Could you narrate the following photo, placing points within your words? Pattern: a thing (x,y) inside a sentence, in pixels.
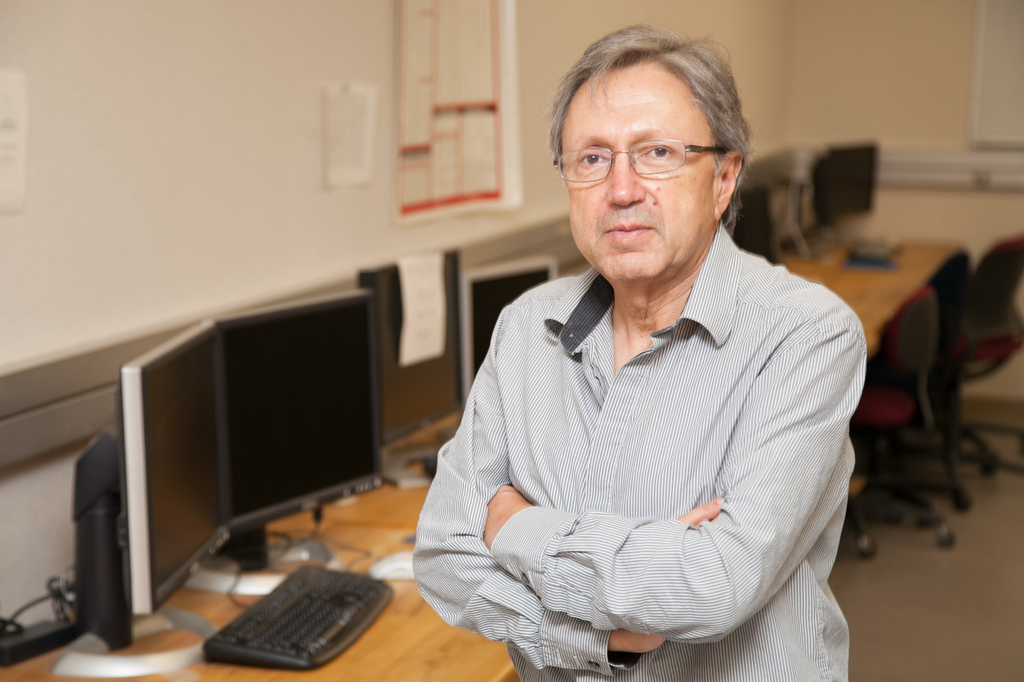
In this image we can see a person (601,389) standing on the floor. In the background (20,584) we can see monitors (840,193), keyboards (250,631), tables (274,681), chairs (966,290), board (981,119), calendar (397,44) and wall (781,56).
